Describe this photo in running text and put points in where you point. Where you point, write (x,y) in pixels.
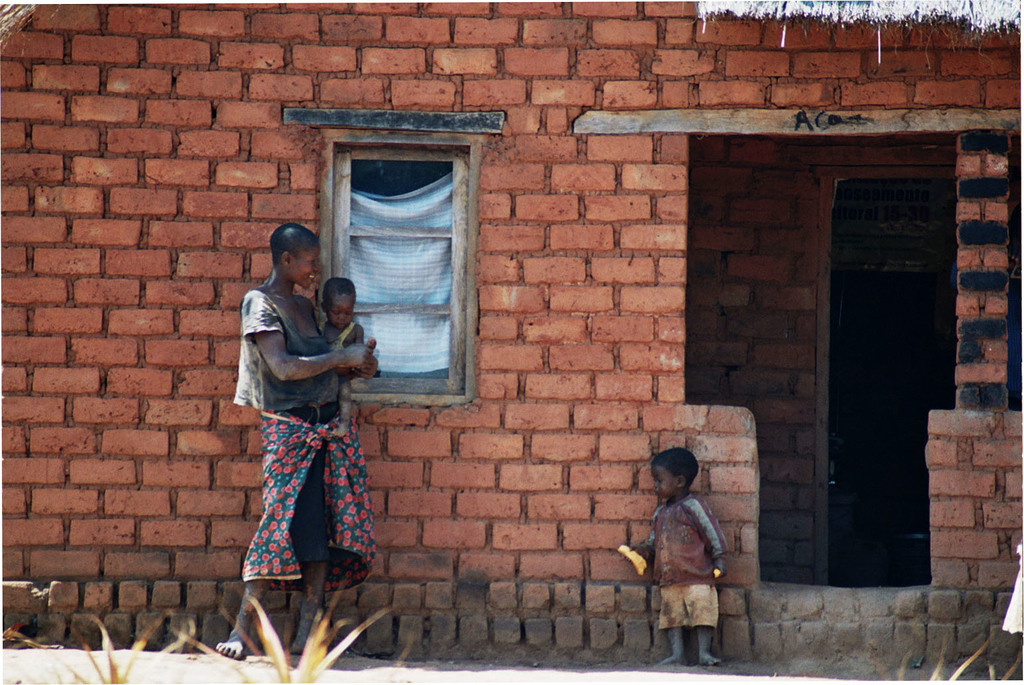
In this picture we can see a woman (294,430) and two kids (677,540), at the bottom (388,649) there are plants (116,669), we can see a house (490,231) in the background (544,175), there is a window (405,248) in the middle (362,282).
